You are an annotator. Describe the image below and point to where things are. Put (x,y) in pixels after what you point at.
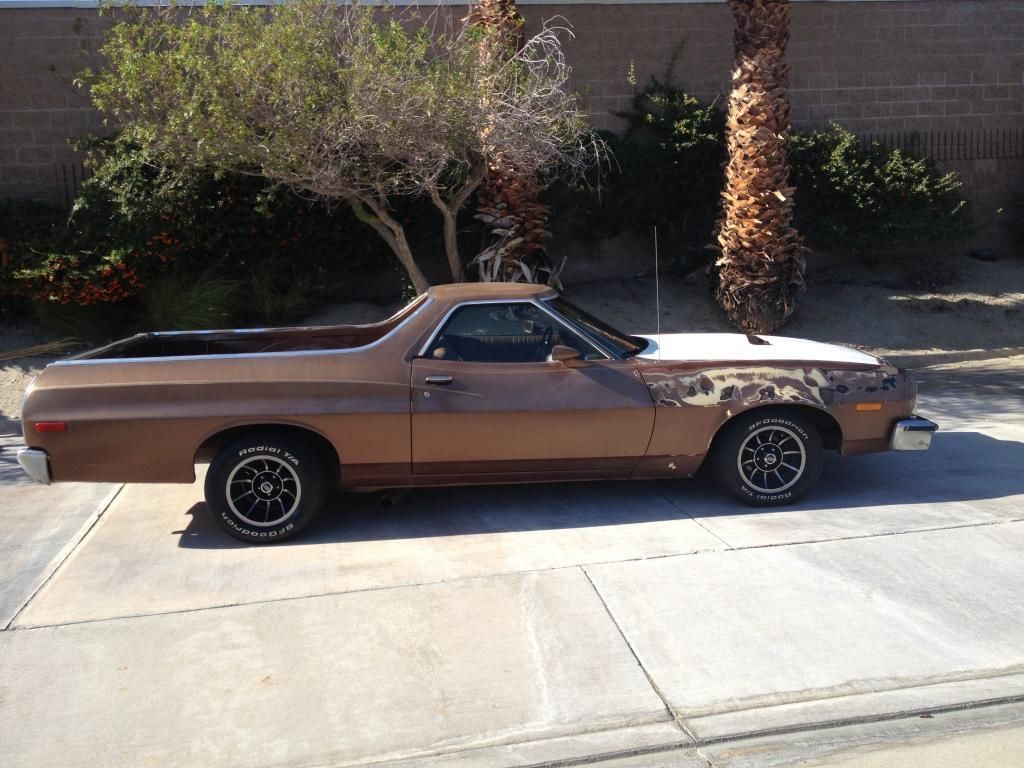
In this image I can see a vehicle (859,412) in brown color, background (696,178) I can see trees (364,128) in green color and I can also see the wall (843,77).
